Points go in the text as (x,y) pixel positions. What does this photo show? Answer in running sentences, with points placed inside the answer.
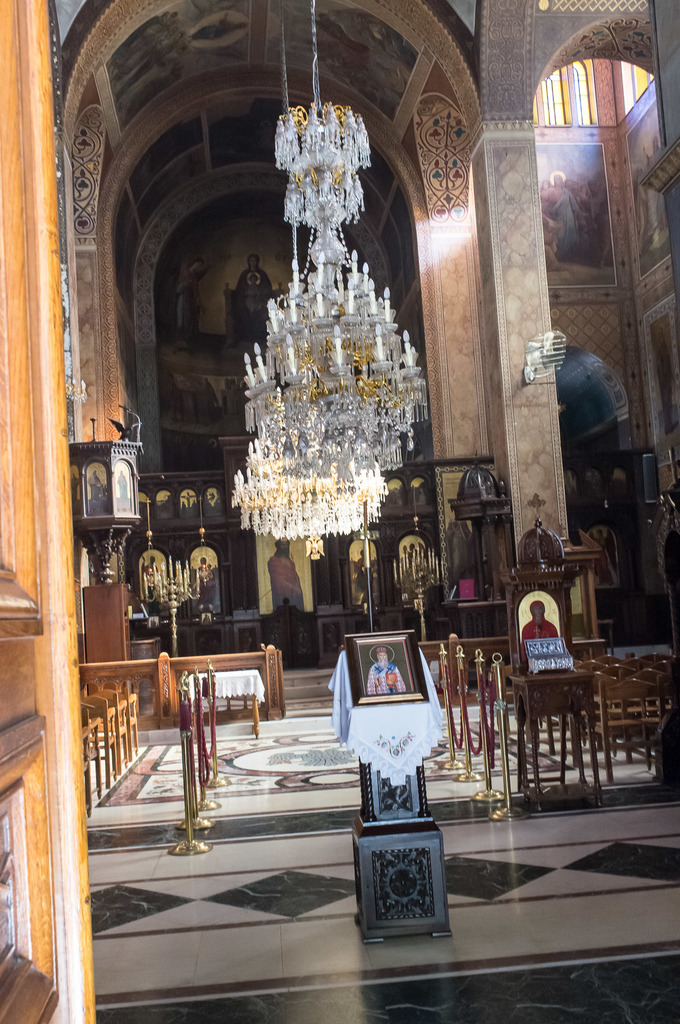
This image is taken indoors. At the bottom of the image (252,890) there is a floor (259,877). On the left side of the image (37,754) there is a door (29,330). In the middle of the image (391,658) there is a picture frame (371,678) of a god (387,668) on the pillar (369,812). At the top of the image (234,51) there is a roof (266,86) with a few carvings (612,36) and there is a chandelier (296,319). In the background (221,556) there are a few carvings (192,539) and architectures (481,466). There are a few picture frames (583,154) on the walls (110,275). There are a few candle holders (184,577) with candles (144,575). On the right side of the image (599,698) there are a few empty chairs (656,673).
